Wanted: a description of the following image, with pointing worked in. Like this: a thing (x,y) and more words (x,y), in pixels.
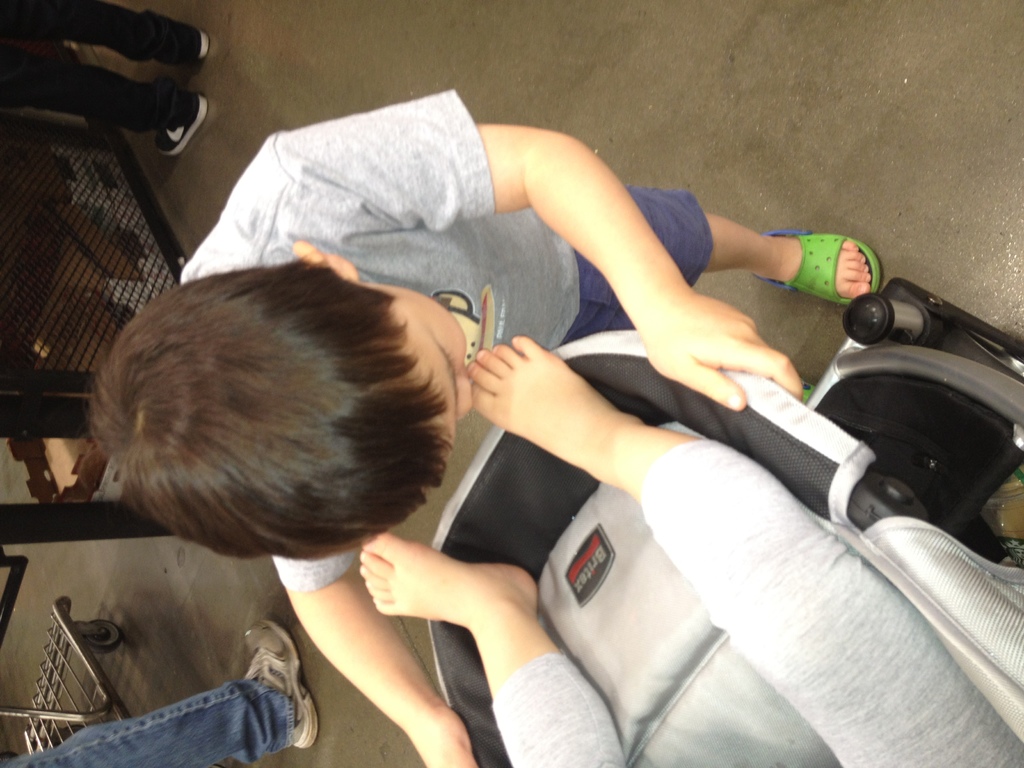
In this image, we can see a person (722,572) on the trolley (671,574) and in the background (85,646), we can see some people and we can see another trolley (68,636) and a mesh (56,248). At the bottom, there is a floor (634,95).
